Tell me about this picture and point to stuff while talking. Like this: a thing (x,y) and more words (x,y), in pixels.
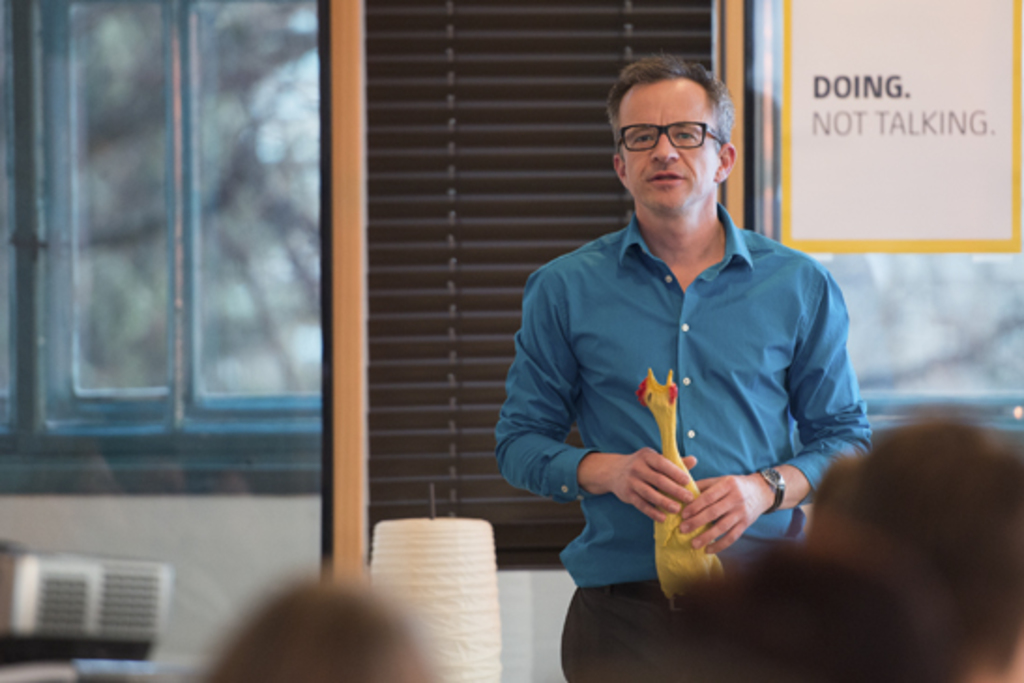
In this picture there is a man (673,250) standing and holding the object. In the foreground (30,678) there are three people (682,676) and there are objects (447,674). At the back (305,479) there is a window (305,479), window blind (429,369) and there is a poster (1018,52) on the glass (954,387), there is text (881,103) on the poster (922,103). Behind the window (113,459) there are trees (292,114).
